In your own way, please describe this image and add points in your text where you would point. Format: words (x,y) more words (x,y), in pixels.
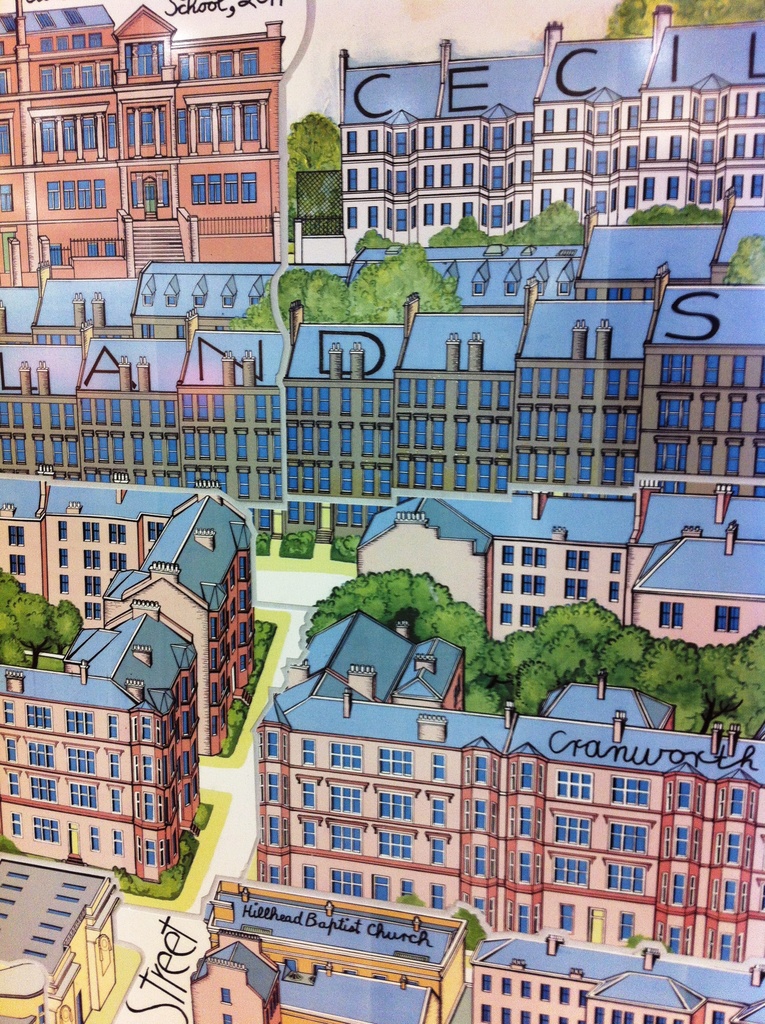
In this image I can see an art (230,815) in which I can see few roads (219,867), few buildings (200,598) and few trees (512,674). I can see something is written and the buildings (410,74) in the background (55,368).
